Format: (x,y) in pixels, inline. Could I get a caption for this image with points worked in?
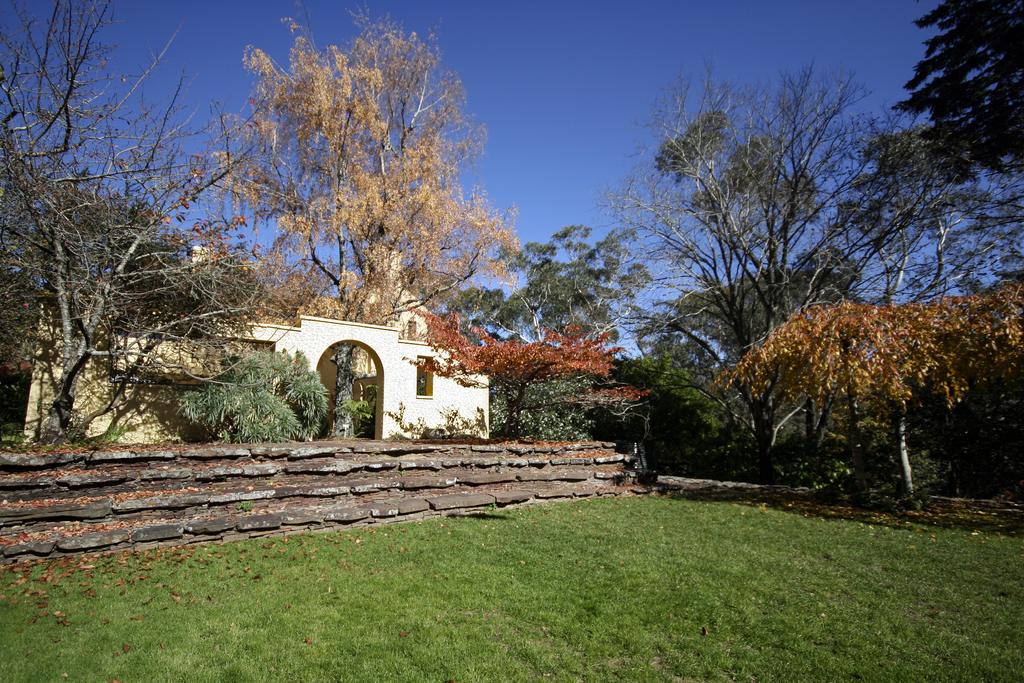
In this image I can see grass (578,574), fence (520,478), trees (745,397), building (379,341) and the sky (612,73). This image is taken may be during a day.
